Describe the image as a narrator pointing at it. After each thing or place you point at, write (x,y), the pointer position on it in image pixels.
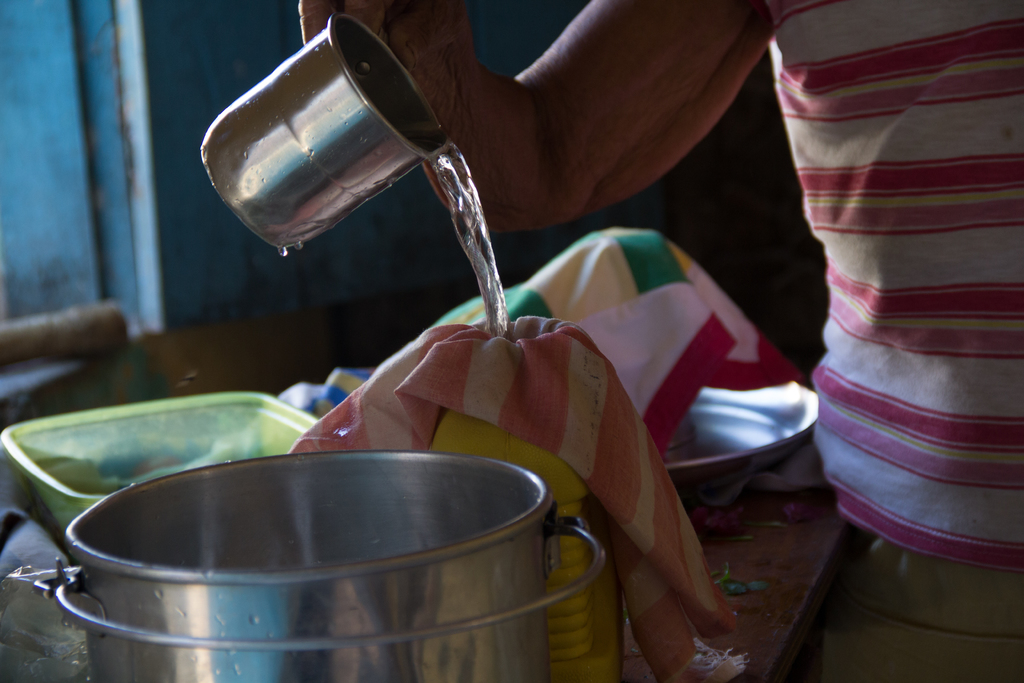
In this image I can see a person (686,87) holding a glass (372,99) in hand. I can see a table (731,595) and on it I can see a yellow colored can (608,576) and few metal containers (572,531). I can see the blue and black colored background (164,159).
